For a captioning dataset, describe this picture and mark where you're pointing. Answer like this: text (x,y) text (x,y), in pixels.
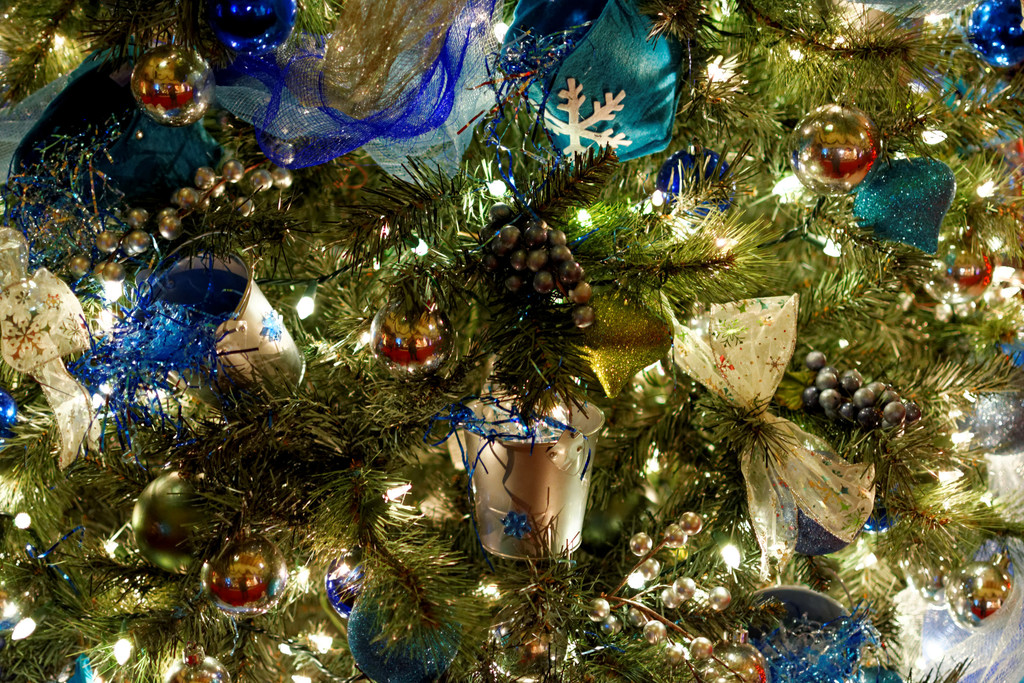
In this image we can see part of a Christmas tree (666,434) with lights (106,383) and decorative items (670,535).
